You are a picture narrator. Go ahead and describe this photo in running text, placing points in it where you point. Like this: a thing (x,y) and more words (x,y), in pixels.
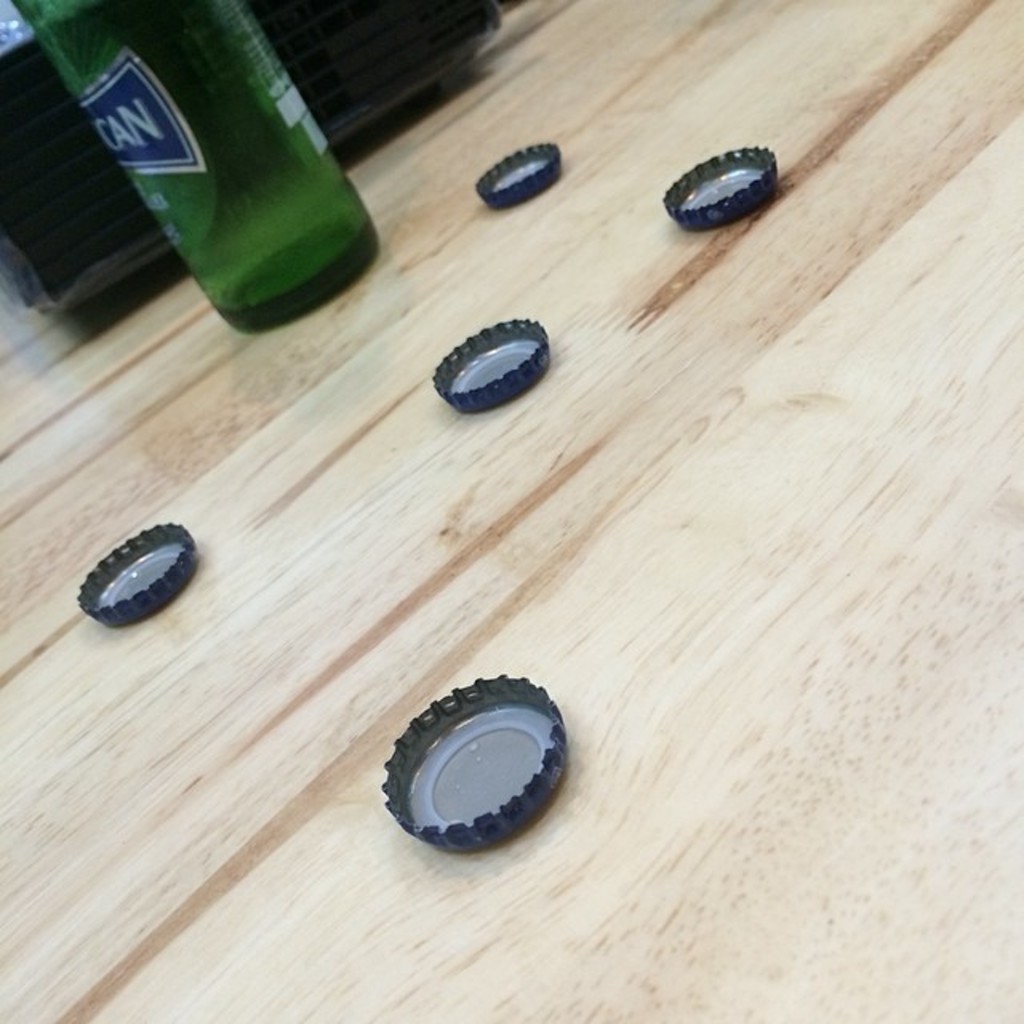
This is a green glass bottle (245,155) and these are the metal caps (471,750) placed on the wooden table (738,479).
